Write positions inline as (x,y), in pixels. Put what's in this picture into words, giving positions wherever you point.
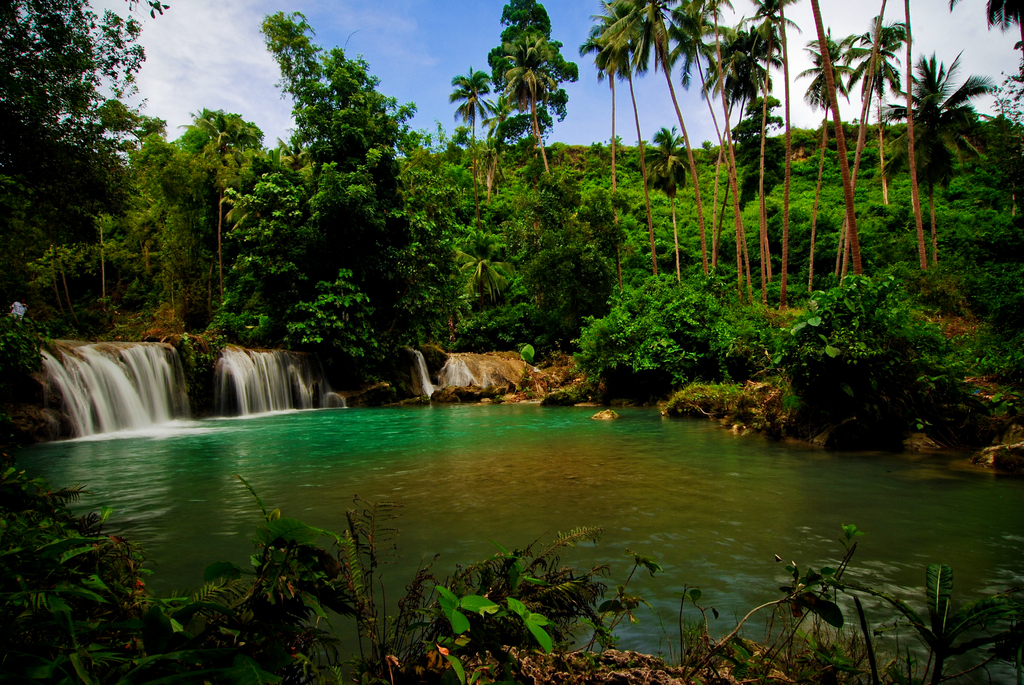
In this image I can see few plants (446,601), the water (429,488) and few huge rocks (474,357) and water (117,370) falling from the rocks (67,349). In the background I can see few trees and the sky (453,33).
